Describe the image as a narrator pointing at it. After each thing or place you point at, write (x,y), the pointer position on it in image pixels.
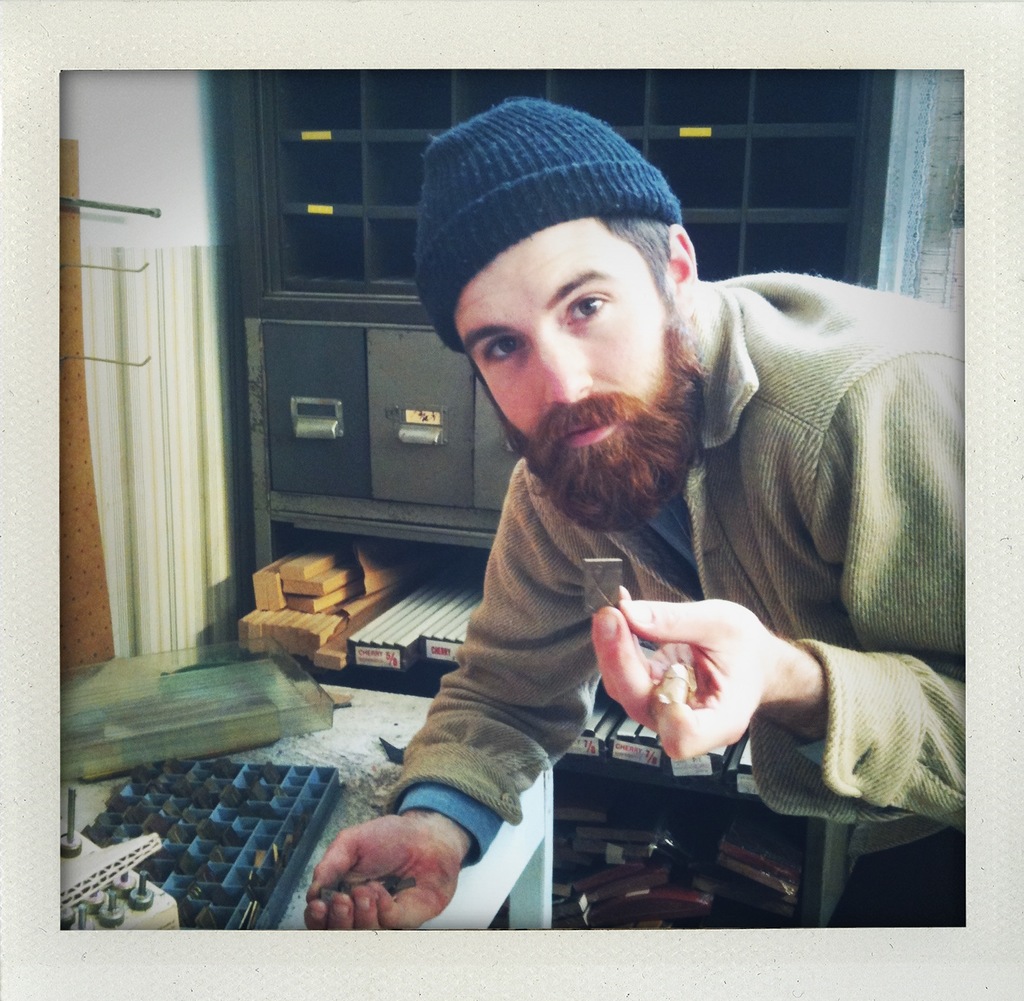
In this picture we can see a person (498,145) wearing a cap (498,145) and holding a few objects (363,887) in the hands (394,914). We can see a device (116,850), table (361,717) and some objects (293,362).
